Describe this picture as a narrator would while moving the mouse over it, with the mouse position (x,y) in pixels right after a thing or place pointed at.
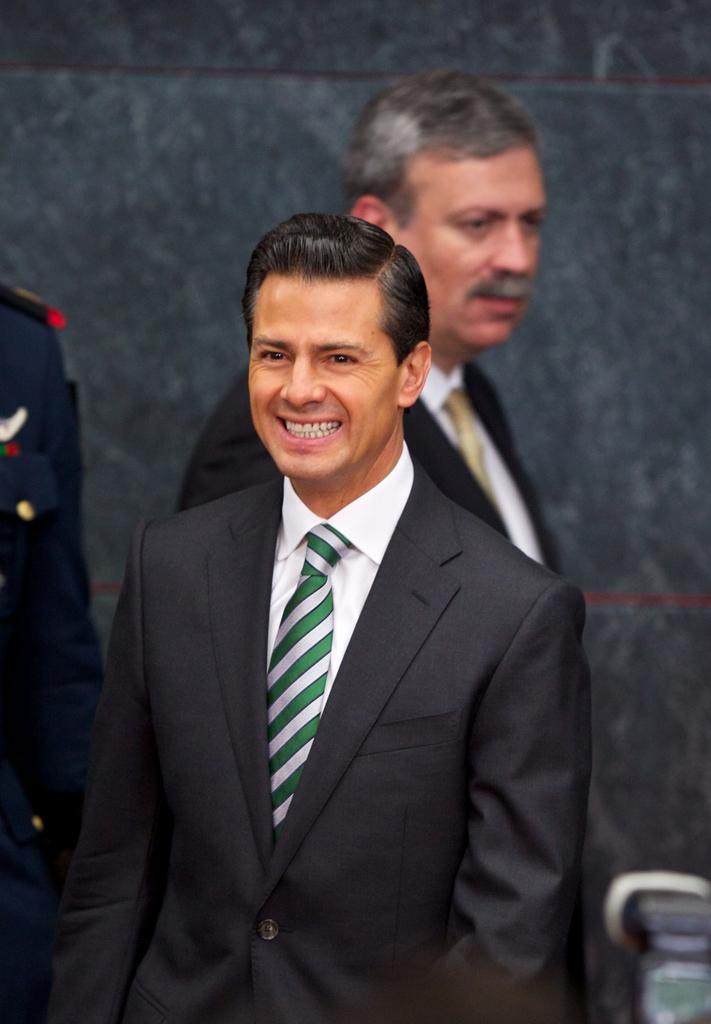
Here I can see a man (353,668) wearing a suit (282,498), smiling and looking at the picture. At the back of him there is another man (473,433) facing towards the right side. On the left side (33,535) there is a person (34,511) standing. In the background (386,38) there is a wall (610,255).
